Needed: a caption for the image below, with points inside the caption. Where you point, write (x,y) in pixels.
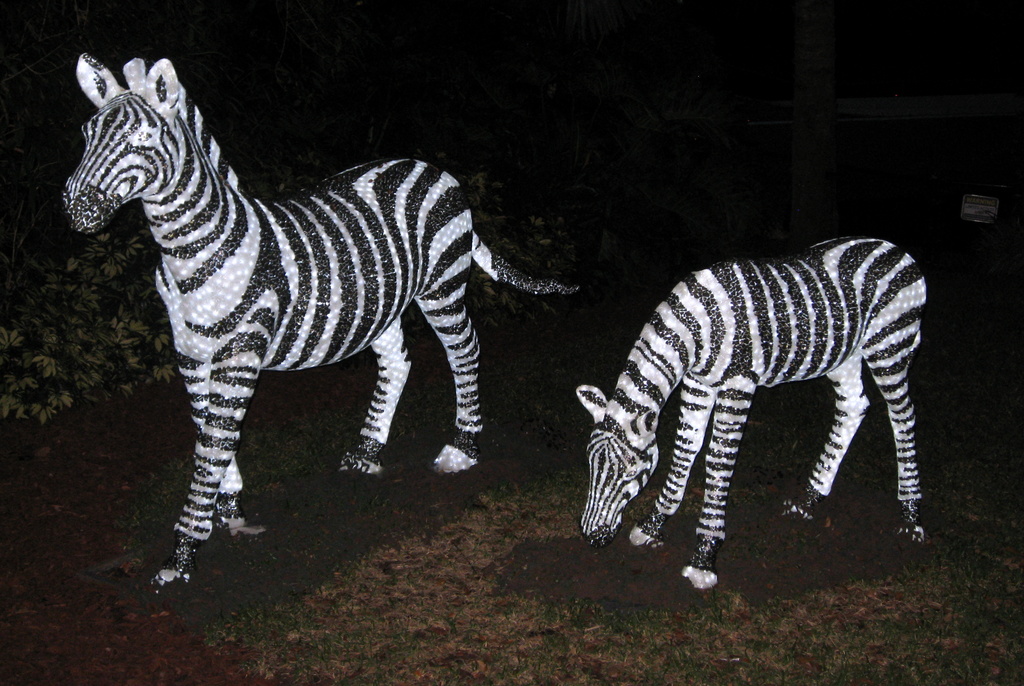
On the left side (161,265), there is a statue (399,192) of a zebra (359,192) on the ground (416,489). On the right side (696,303), there is another zebra (663,315) on the ground (791,518). In the background (473,104), there are plants (55,319). And the background (411,65) is dark in color.
